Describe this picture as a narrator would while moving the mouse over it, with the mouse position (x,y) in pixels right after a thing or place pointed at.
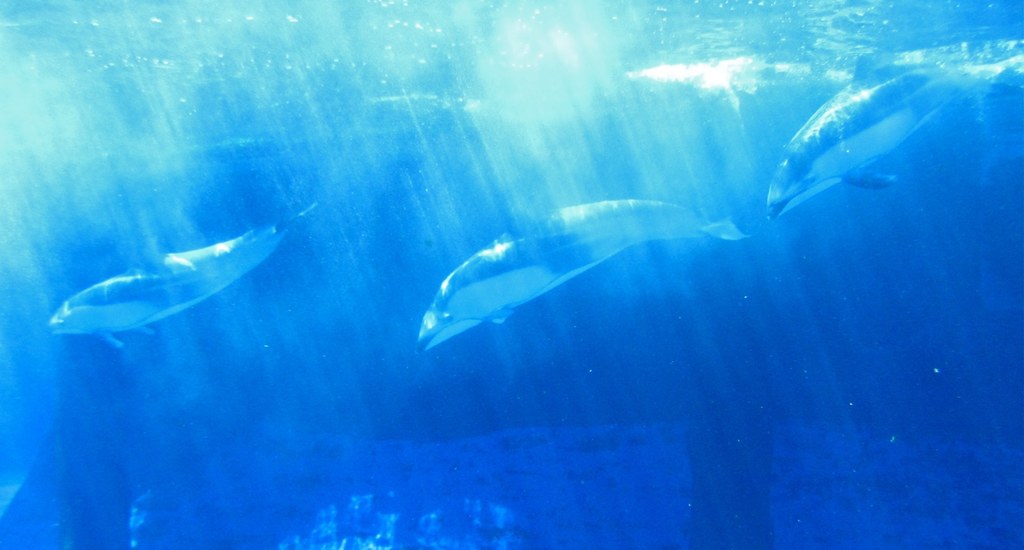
In this image we can see the three dolphins (532,237) present in the water (18,416).
